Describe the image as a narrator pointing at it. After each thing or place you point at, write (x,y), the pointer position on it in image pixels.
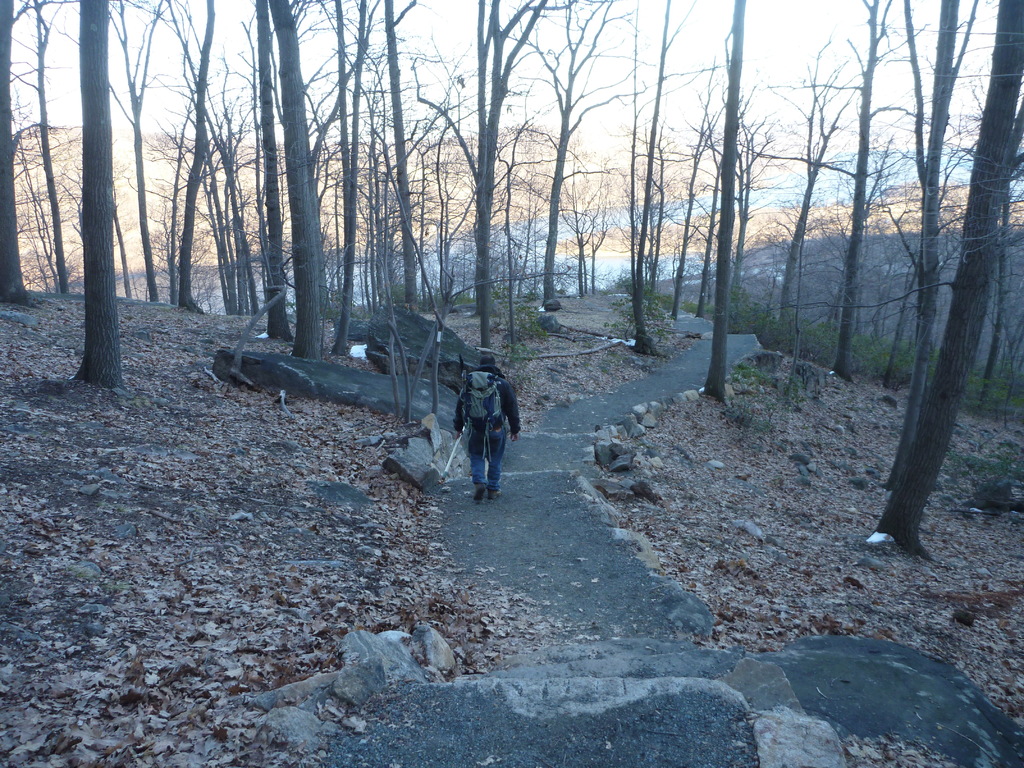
There is a man (493,495) walking and carrying a bag (493,375) and holding stick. We can see leaves (348,524), stones (635,465) and trees (922,275). In the background (648,45) we can see sky (647,58).
